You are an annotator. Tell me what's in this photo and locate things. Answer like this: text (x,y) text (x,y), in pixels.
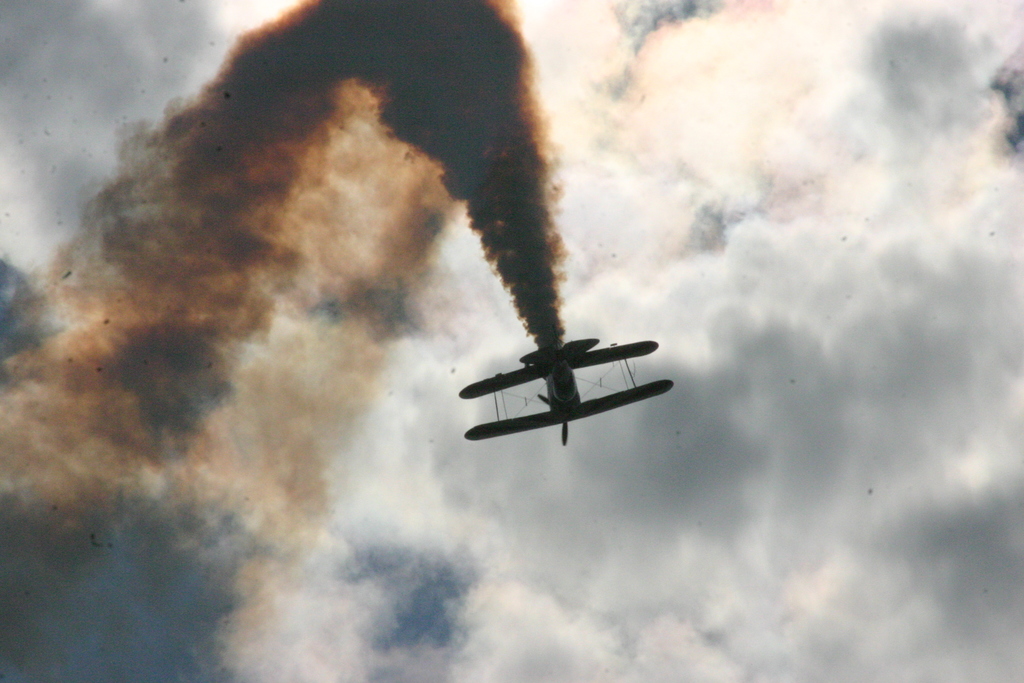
In this image we can see a biplane (517,376) with some smoke (499,191) in the sky (562,487). The sky (624,607) looks cloudy.
